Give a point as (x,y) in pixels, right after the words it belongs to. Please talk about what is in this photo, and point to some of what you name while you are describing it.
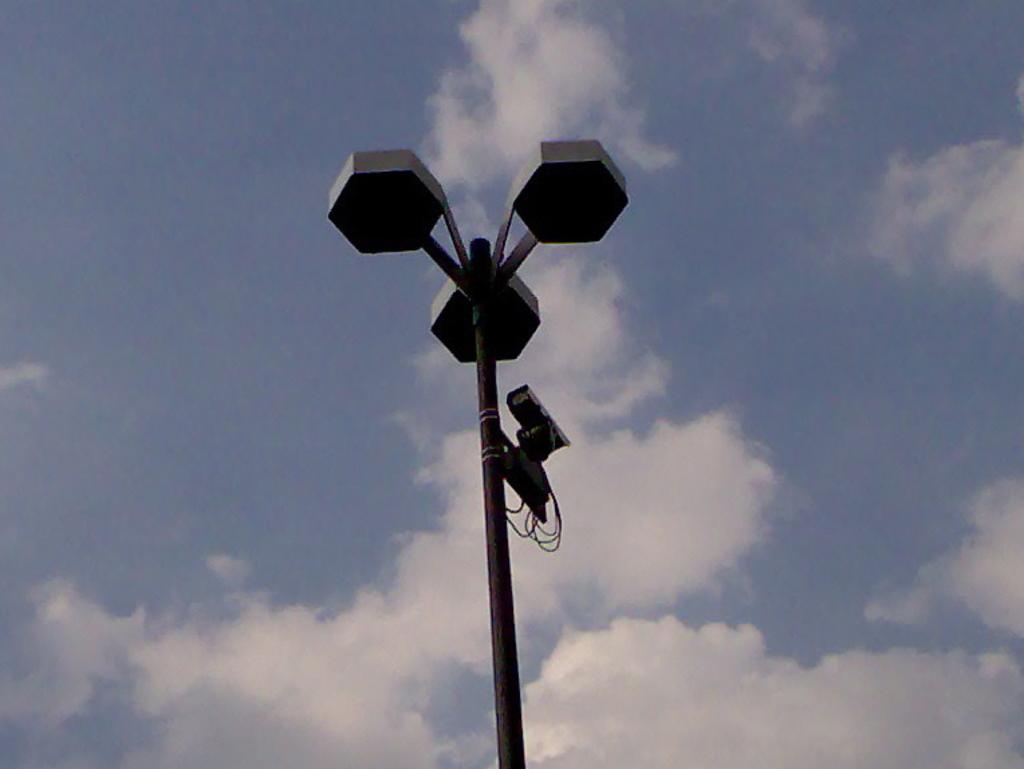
In this image, in the middle (499,422), we can see street light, pole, camera (562,439) and few electric wires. In the background (681,435), we can see a sky (692,495) which is a bit cloudy.
